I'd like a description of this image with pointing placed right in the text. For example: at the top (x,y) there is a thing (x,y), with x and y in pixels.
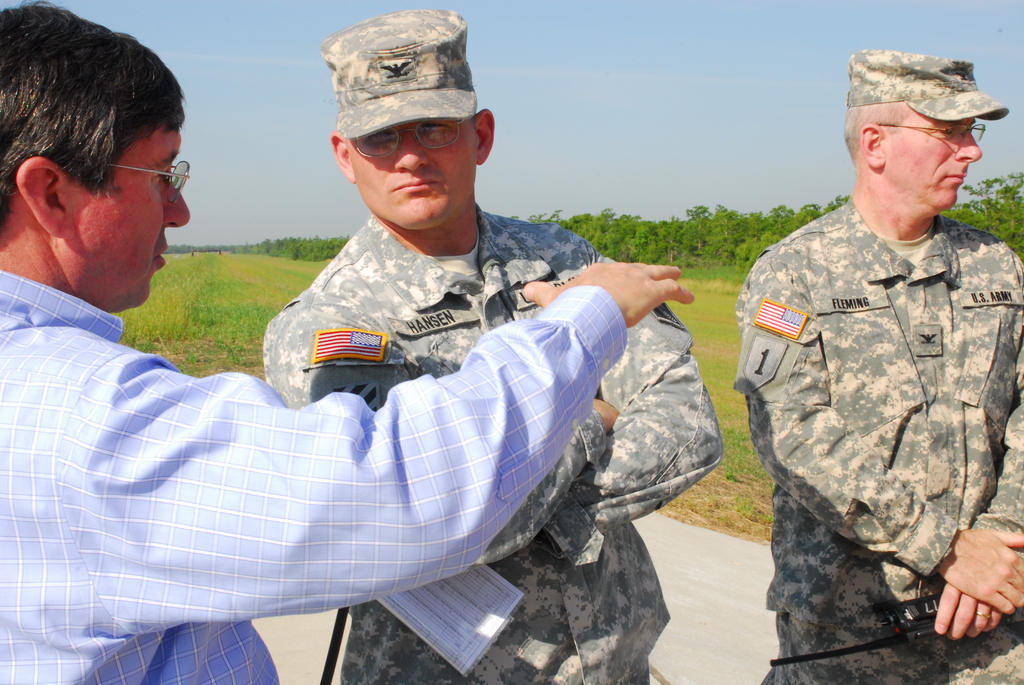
There are three men (410,337) standing and wore glasses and this man (940,498) holding an object (839,650). In the background (715,230) we can see grass (746,456), trees (721,243) and sky (186,234).
